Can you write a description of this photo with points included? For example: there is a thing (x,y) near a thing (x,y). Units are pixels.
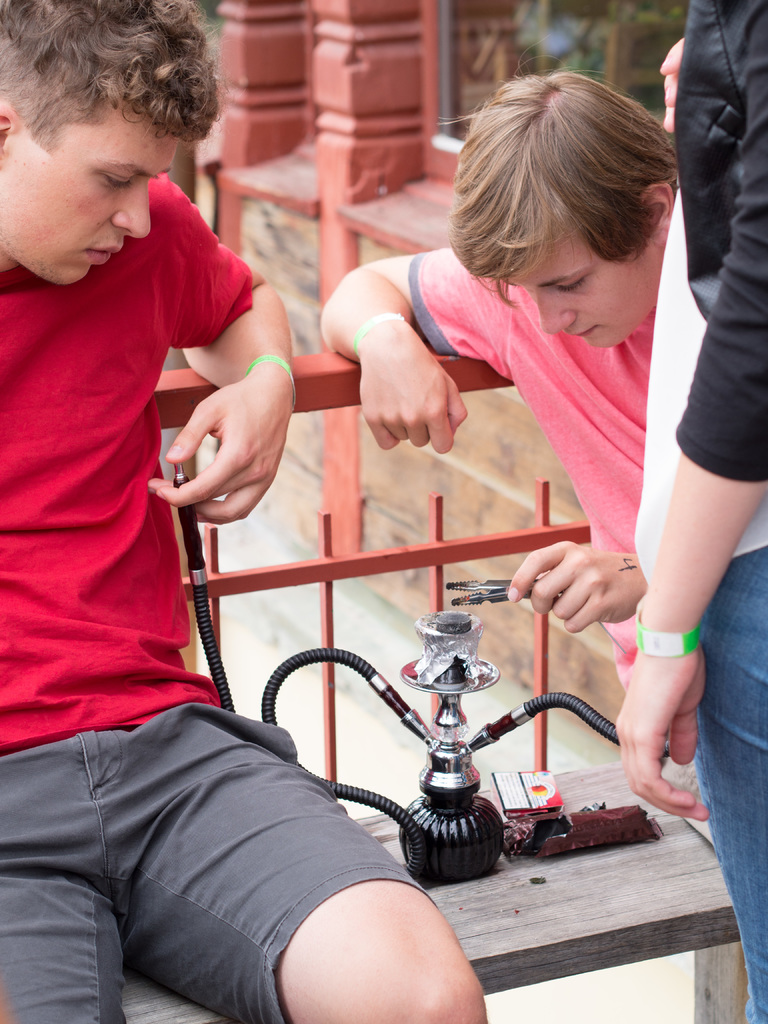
In this image I can see on the left side (182,499) a man (154,745) is sitting on the bench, he wore a red color t-shirt (105,604). In the middle (447,628) there is the hookah pot (436,622), on the right side (596,596) a man (596,596) is touching and seeing it.
